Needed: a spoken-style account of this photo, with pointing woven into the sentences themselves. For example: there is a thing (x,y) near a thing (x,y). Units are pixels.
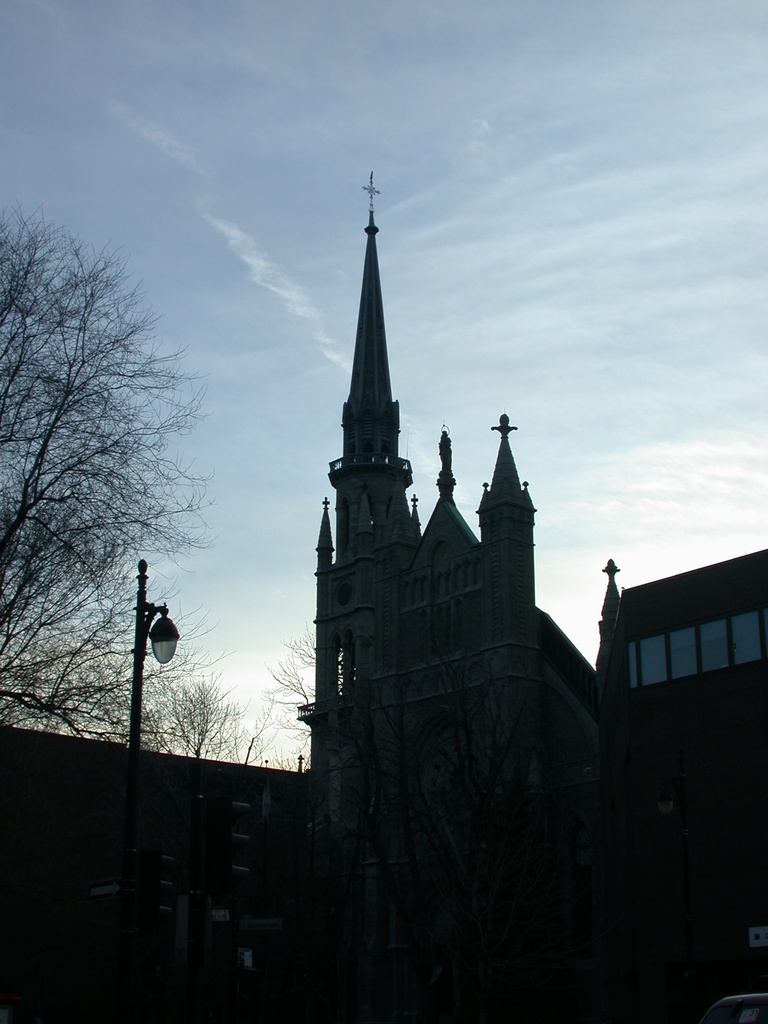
This image consists of a church (477,777). To the left (190,822), there is a wall (109,767) along with a pole (137,708) and a tree (69,430). At the top (432,76), there is a sky (194,180).
